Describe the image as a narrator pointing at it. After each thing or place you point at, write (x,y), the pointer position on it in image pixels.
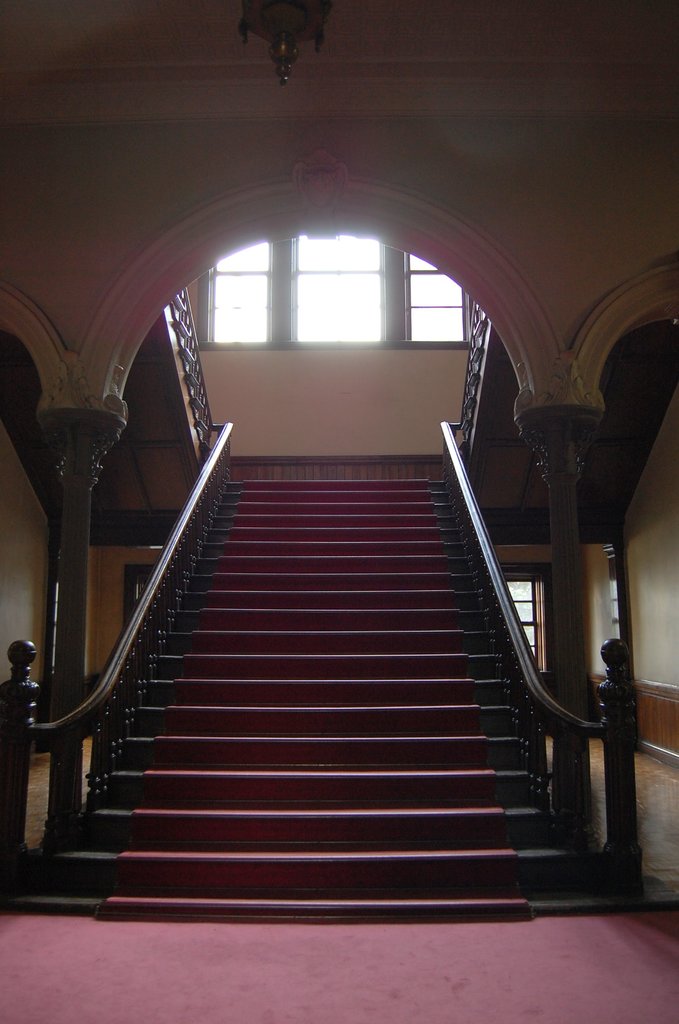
This picture describes about inside view of a building (403,508), in this we can find steps (298,544) and windows (253,267).
